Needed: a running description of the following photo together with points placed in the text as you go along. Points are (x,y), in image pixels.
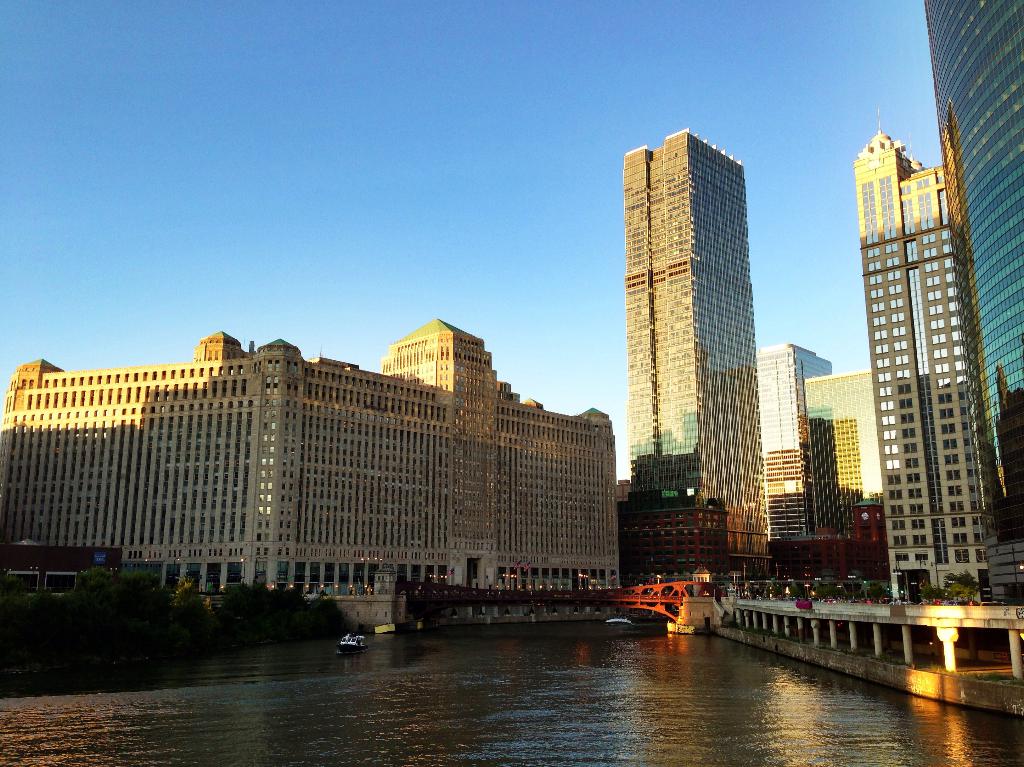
At the bottom (506,715) there is water (528,710), in the middle (352,502) there are buildings (506,490). At the top (330,199) it is the sky (316,178).
